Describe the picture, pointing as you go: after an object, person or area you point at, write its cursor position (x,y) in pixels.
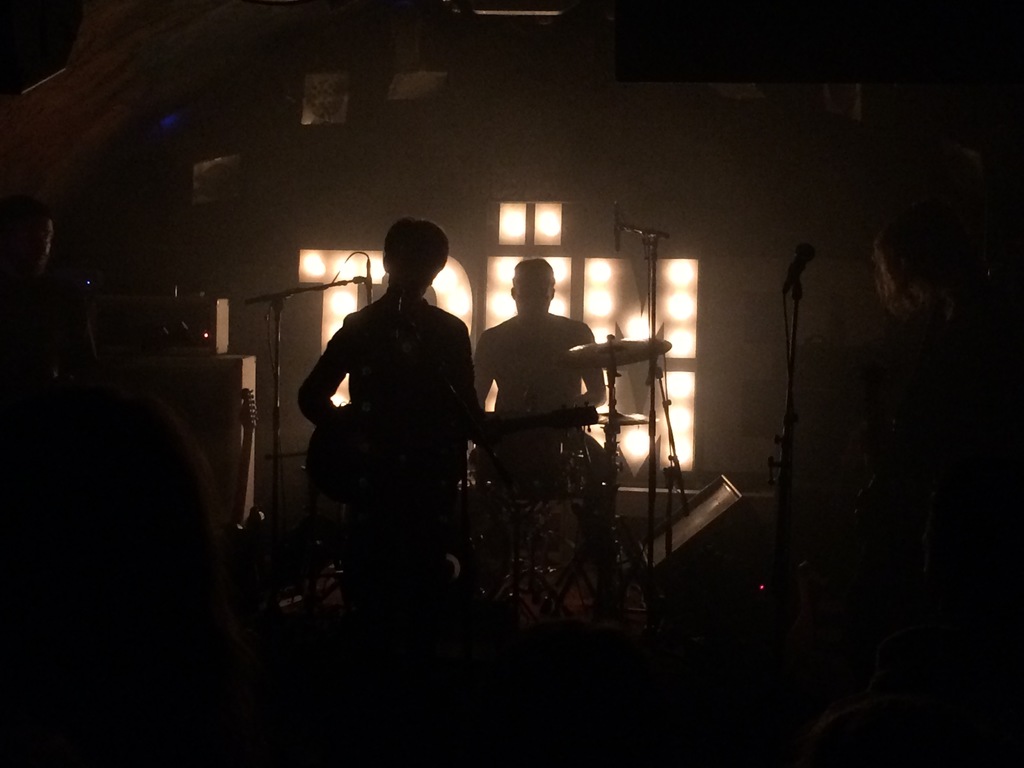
In this image I can see two persons (489,342) playing few musical instruments (583,355). In the background (681,349) I can see few lights (451,306).
